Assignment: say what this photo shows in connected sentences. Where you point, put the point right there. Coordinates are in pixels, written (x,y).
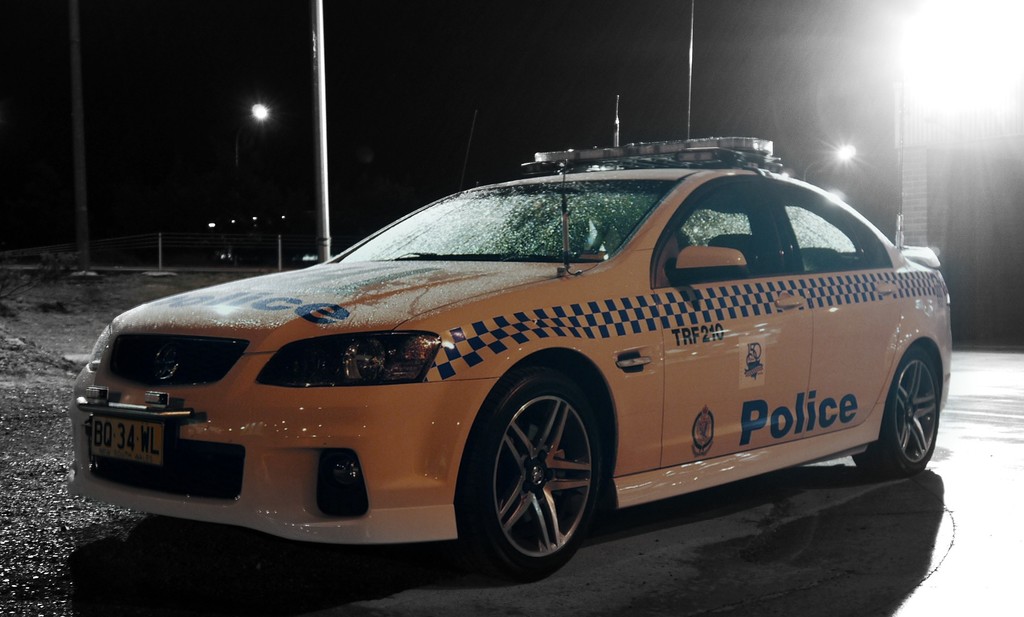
In this picture we can see a car (361,506) on the road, lights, poles (325,246), fence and in the background (244,230) it is dark.
